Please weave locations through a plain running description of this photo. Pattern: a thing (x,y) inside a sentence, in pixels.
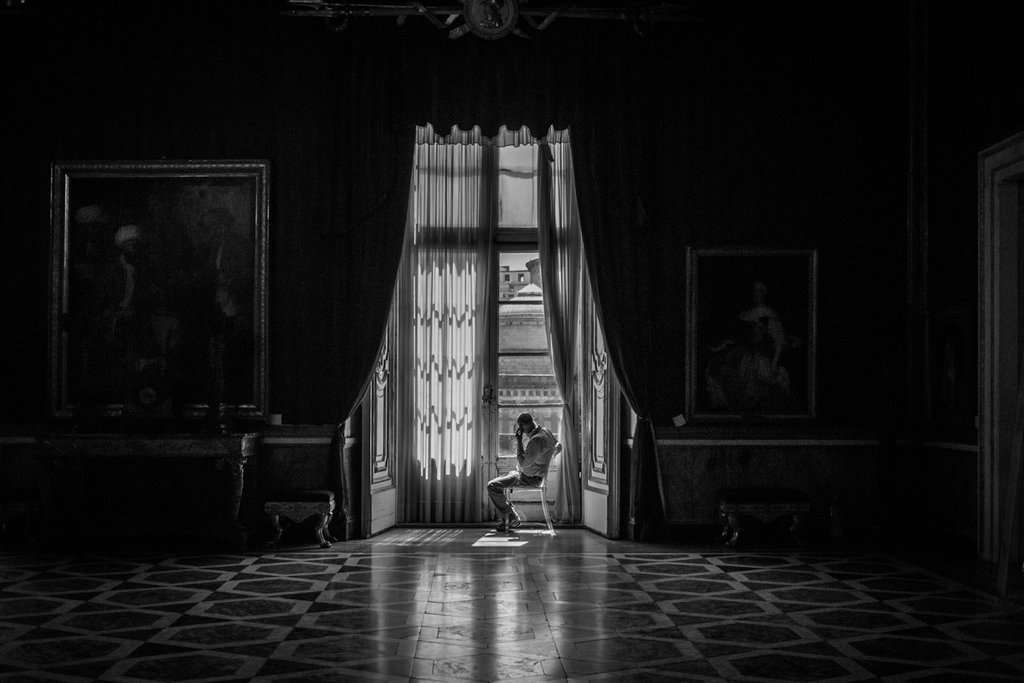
In the picture we can see inside the house (193,656) which is dark with a floor (83,632) which is designed and far away from it, we can see a door (504,451) to it, we can see a curtain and near it, we can see a man (504,526) sitting on the chair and besides the door (488,444), we can see a photo frame (262,403) to the walls (42,325) with some pictures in it and near it we can see a table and some things (224,420) are kept on it which is not clearly visible.
